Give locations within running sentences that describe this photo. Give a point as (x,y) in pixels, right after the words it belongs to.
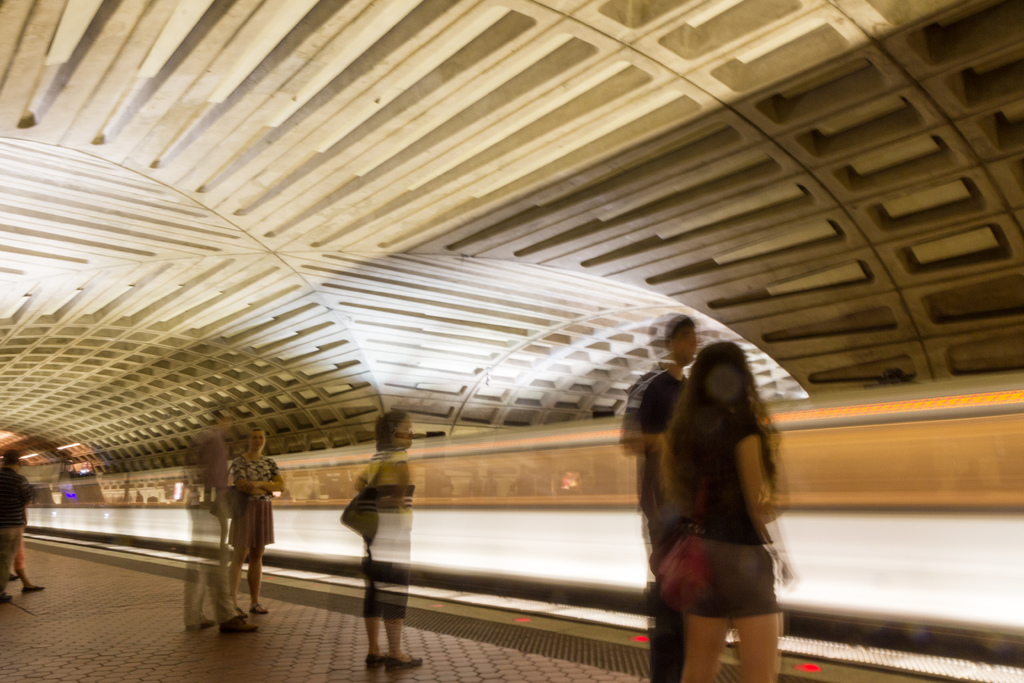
In this image we can see people (263,506) standing on the floor (47,599). At the top of the image (53,126) there is ceiling (317,275).
